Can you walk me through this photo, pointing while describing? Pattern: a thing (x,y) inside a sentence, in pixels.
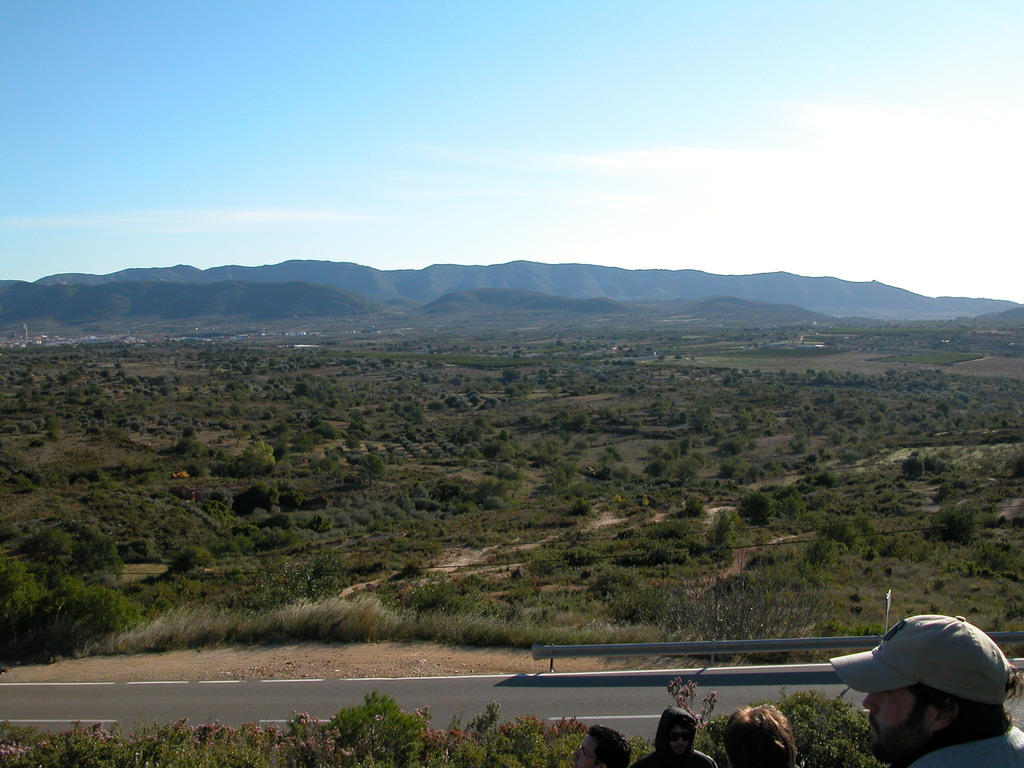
In this image, we can see some trees (19,526) and plants (366,400). There is a road (431,688) at the bottom of the image (478,687). There are some persons (908,726) in the bottom right of the image (755,741). There are hills (501,308) in the middle of the image (592,291). There is a sky (604,81) at the top of the image (459,66).
